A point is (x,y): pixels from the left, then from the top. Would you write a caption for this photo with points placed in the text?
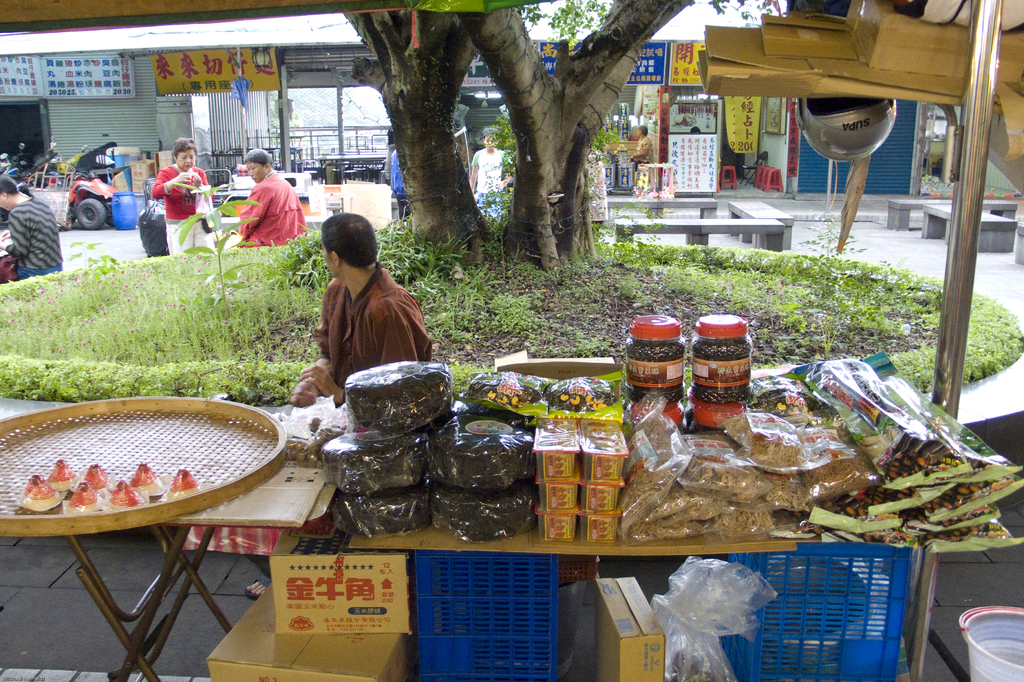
In the image I can see few packets (647,435) on the table (565,549). I can see few blue baskets (523,589), cardboard boxes (318,617), trees (433,196), few people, stores (36,149), boards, red stool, vehicles (39,161) and banners (733,142).
